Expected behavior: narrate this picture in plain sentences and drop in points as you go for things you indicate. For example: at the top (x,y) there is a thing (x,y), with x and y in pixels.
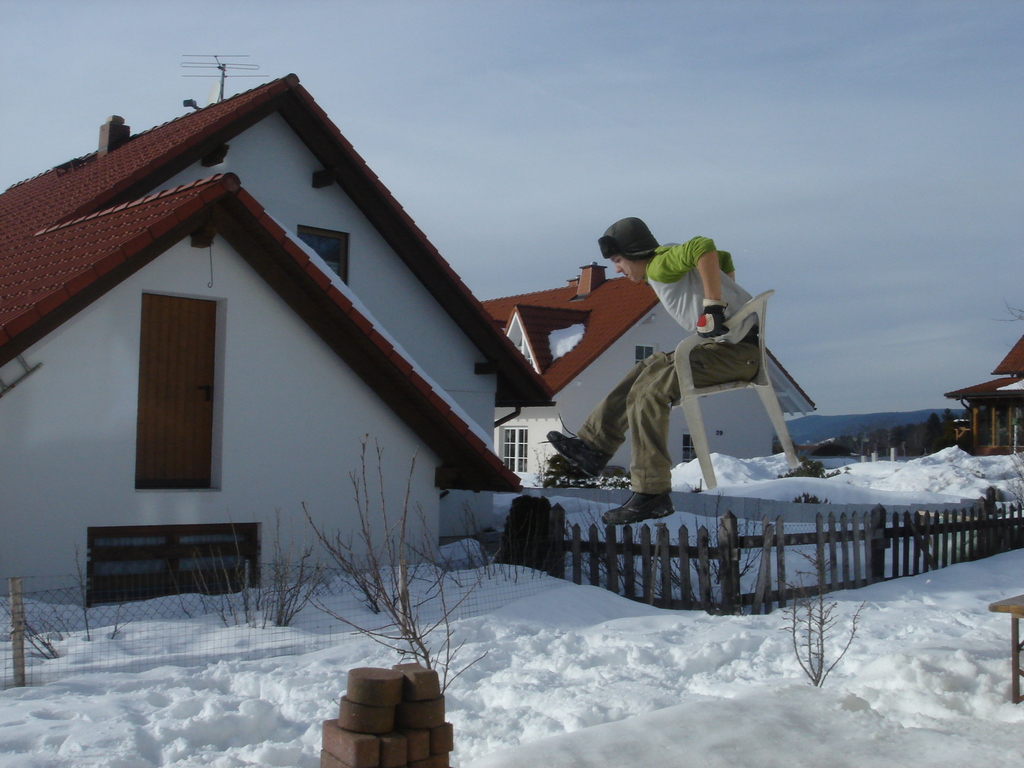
In the image we can see the house (235,349), bricks (401,677) and snow (578,654). Here we can see a person (669,508) wearing clothes (644,401), shoes (592,445), gloves (725,317), cap (640,239) and the person (697,362) is sitting on the chair (715,390). Here we can see the trees (940,437), hill (865,415) and the sky (836,181).
